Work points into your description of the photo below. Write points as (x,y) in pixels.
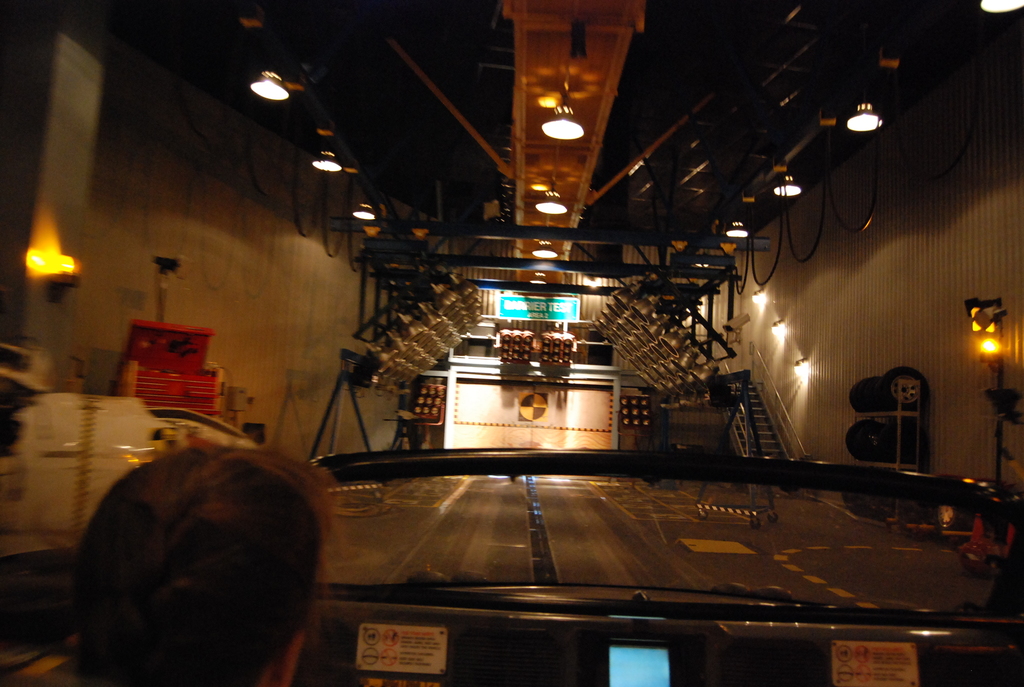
This is looking like an inside view of a shed (55,181). At the bottom of the image (444,628) I can see a vehicle (409,621) and a person's head (176,543). In the background (758,422) there are some stairs (765,437) and I can see few objects (530,333) on a box (497,408) and also there is a board (535,306). At the top (274,87) I can see few lights (275,93) to the roof (425,142).
